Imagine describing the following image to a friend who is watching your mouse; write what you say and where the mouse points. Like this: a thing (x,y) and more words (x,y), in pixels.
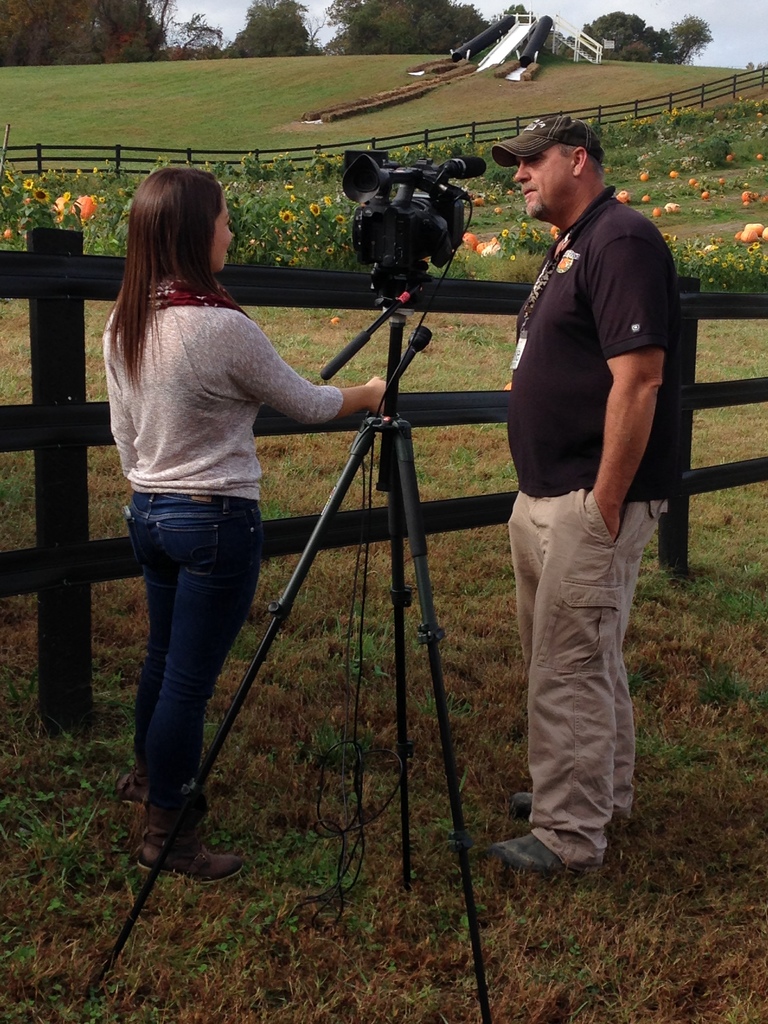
In the picture I can see a man (516,349) and a woman (192,195) are standing on the ground (458,586). Here I can see a video camera (394,217) on a camera stand (394,531). In the background (418,424) I can see fence (403,404), flower plants (336,214) and trees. I can also see the sky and some other objects (510,71) on the ground (494,95).
